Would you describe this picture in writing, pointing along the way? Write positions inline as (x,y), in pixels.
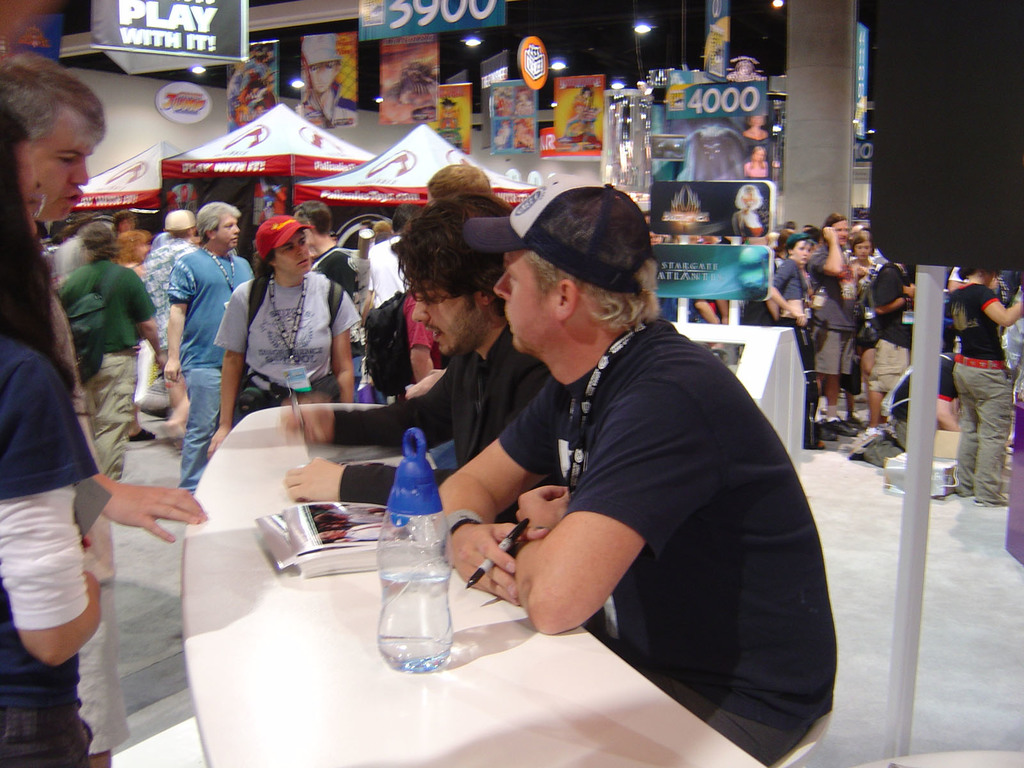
There are two persons (490,377) sitting. One person (569,324) is wearing a cap (580,231) and holding a pen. In front of them there is a table (440,702). On the table (439,697) there is a bottle (441,586) and papers (350,521). In the back (227,357) there are many people (111,307). Also there are tents (316,127) and banners (760,204).
